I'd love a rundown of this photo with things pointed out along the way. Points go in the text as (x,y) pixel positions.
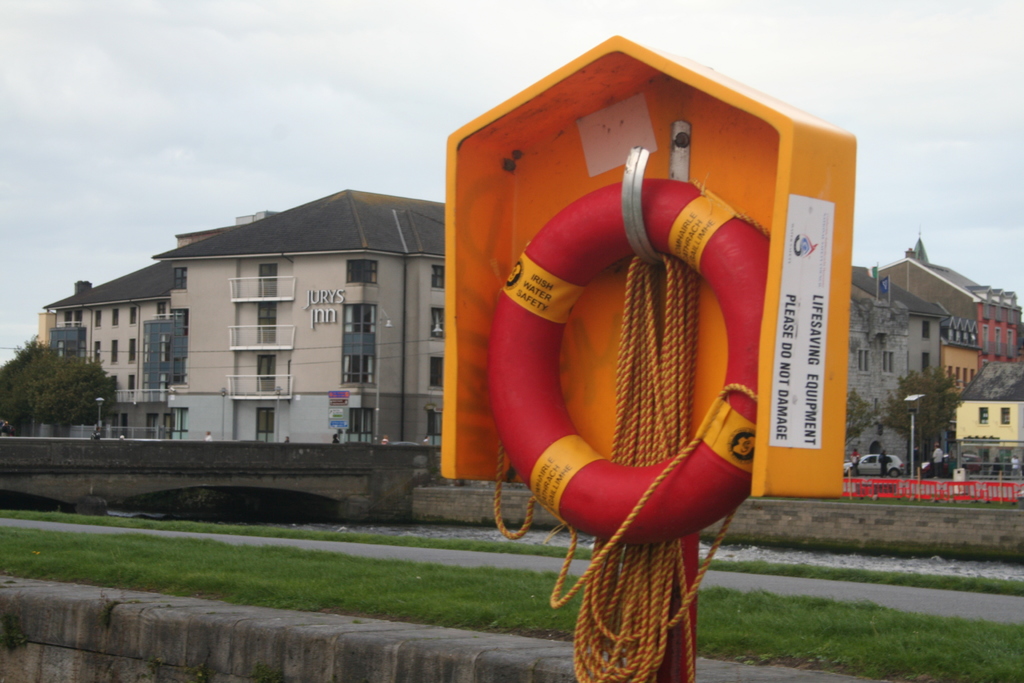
In this image we can see lifebuoy (512,356), rope (674,296) and other objects (603,379). In the background of the image (1019,409) there are buildings (184,299), vehicle (889,457), wall (889,515), bridge (282,483), grass (912,621), road (798,592) and other objects (872,493). At the top of the image (320,100) there is the sky (937,47). At the bottom of the image (370,646) there is the wall (274,648).
